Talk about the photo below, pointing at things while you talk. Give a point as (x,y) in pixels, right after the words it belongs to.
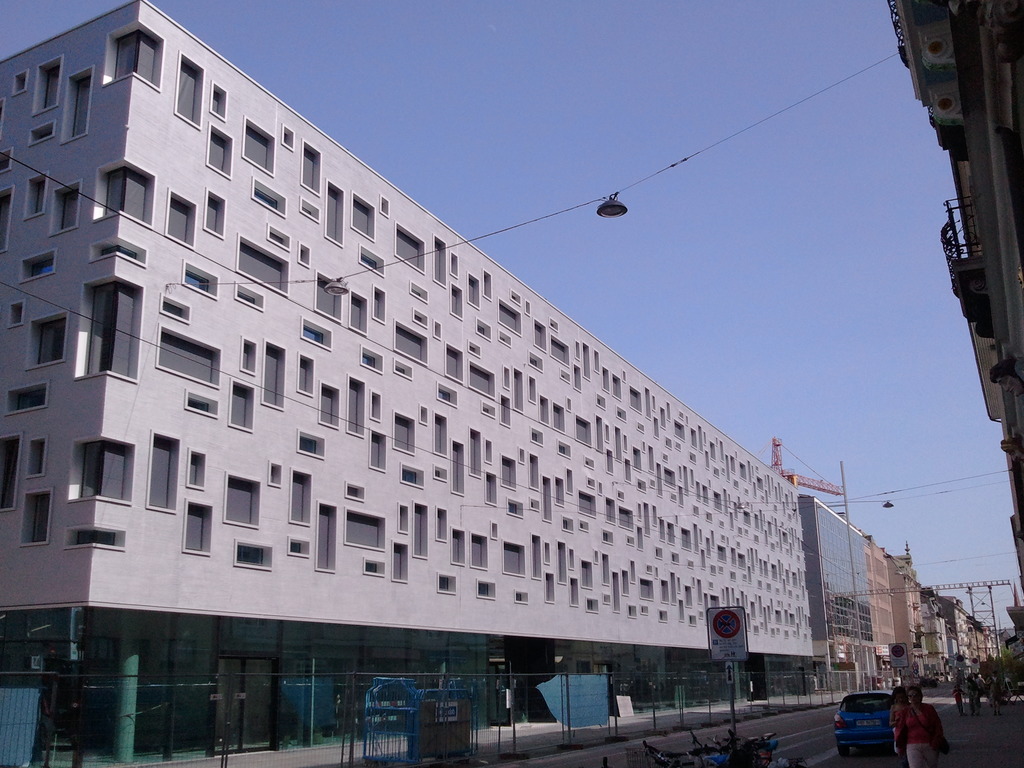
In this image there are vehicles (851,699) on the road (826,756). Left side (328,730) there is a fence (39,675) on the pavement (540,727). Bottom of the image (730,664) there is a board (729,645) attached to the pole (731,724). Right bottom few people (938,715) are walking on the pavement (994,715). Few lights (617,201) are attached to the wires (604,200). Background (886,640) there are buildings (526,411). Top of the image (492,121) there is sky (449,104).
